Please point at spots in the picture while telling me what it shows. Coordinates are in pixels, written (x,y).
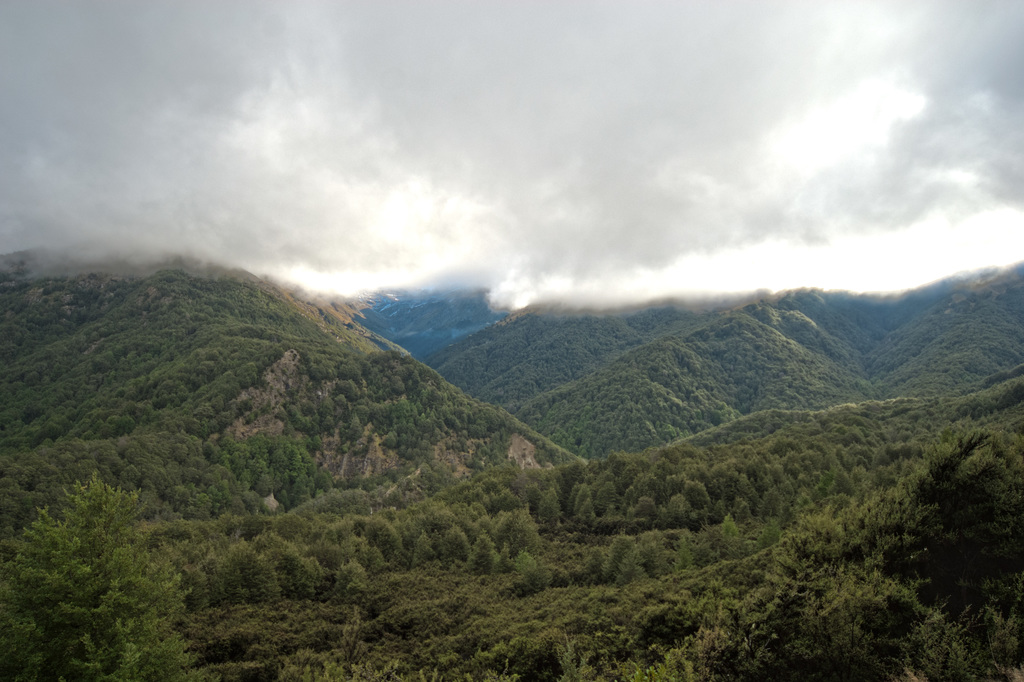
This is an outside view. Here I can see many trees (426,523) and mountains (340,447). At the top of the image (506,137) I can see the sky (311,82) and it is cloudy.
